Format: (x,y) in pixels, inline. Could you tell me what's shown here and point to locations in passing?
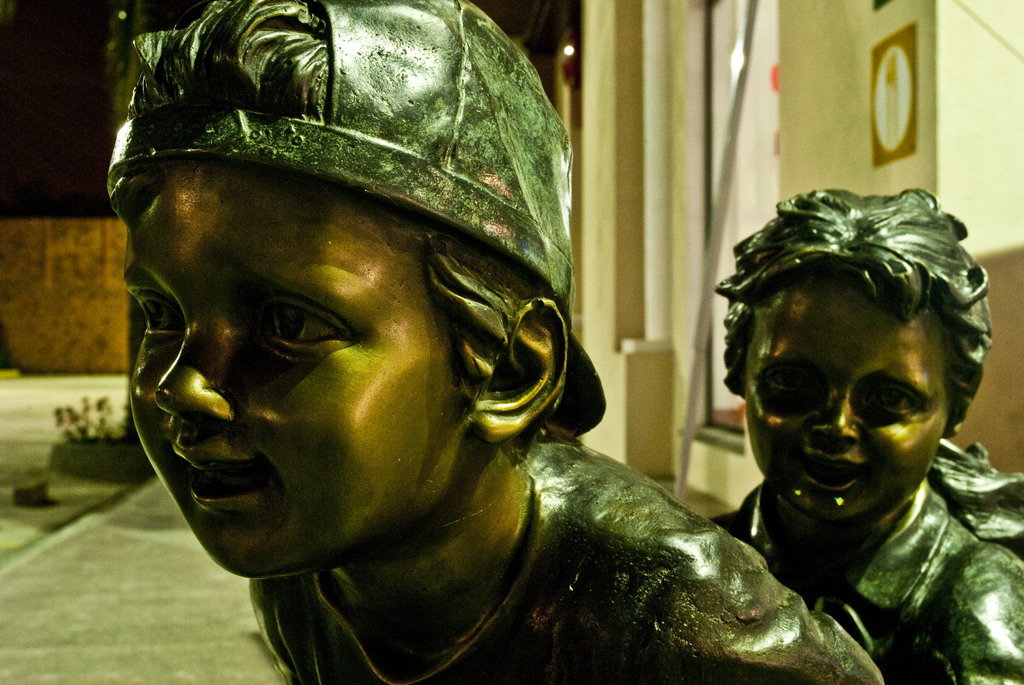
In this image we can see statues (889,534). In the background (803,36) there is a building (692,342) and we can see a light (567,54).
